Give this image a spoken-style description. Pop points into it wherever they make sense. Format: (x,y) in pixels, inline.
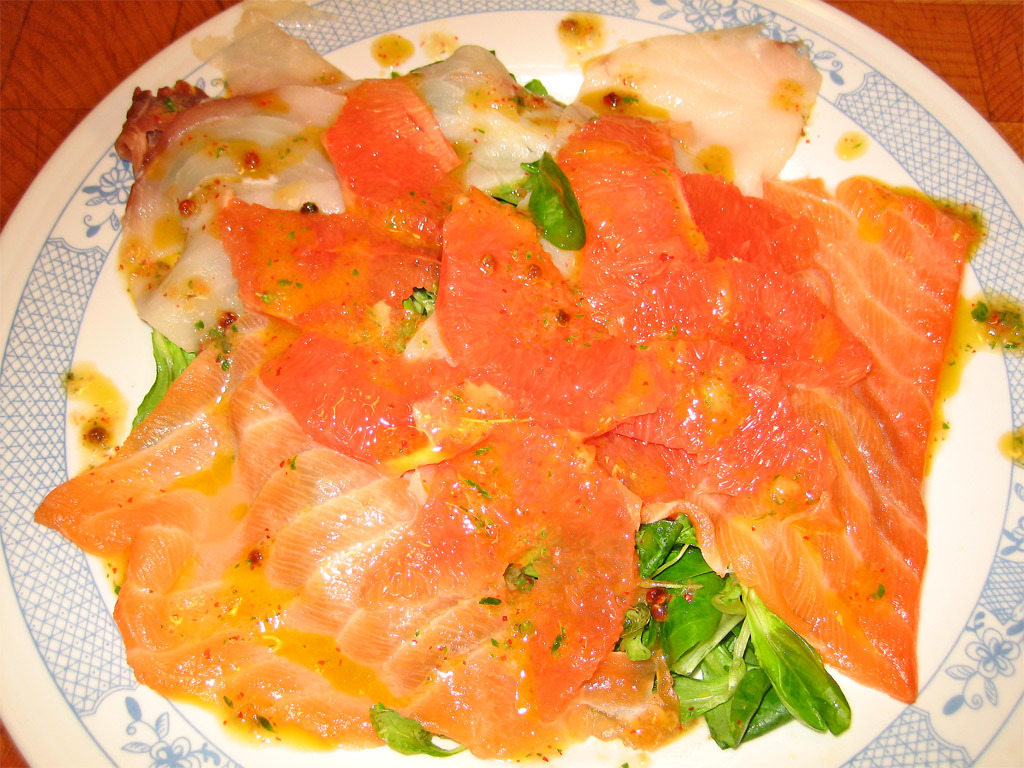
In the image in the center, we can see one table (72,113). On the table (81,104), we can see one plate (47,362) and some food items (133,538).
